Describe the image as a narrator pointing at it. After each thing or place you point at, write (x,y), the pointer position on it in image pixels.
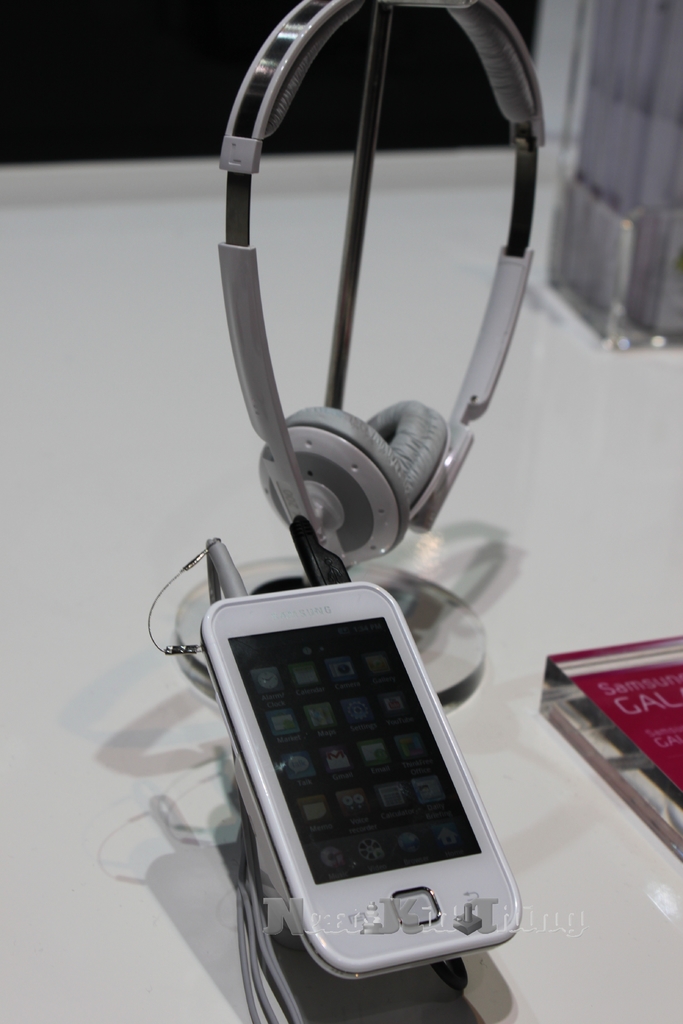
There is a mobile phone (332,781) and a headset (311,493) are kept on the white table (48,527), beside the mobile phone (340,737) there is a pink display sign (611,714).
